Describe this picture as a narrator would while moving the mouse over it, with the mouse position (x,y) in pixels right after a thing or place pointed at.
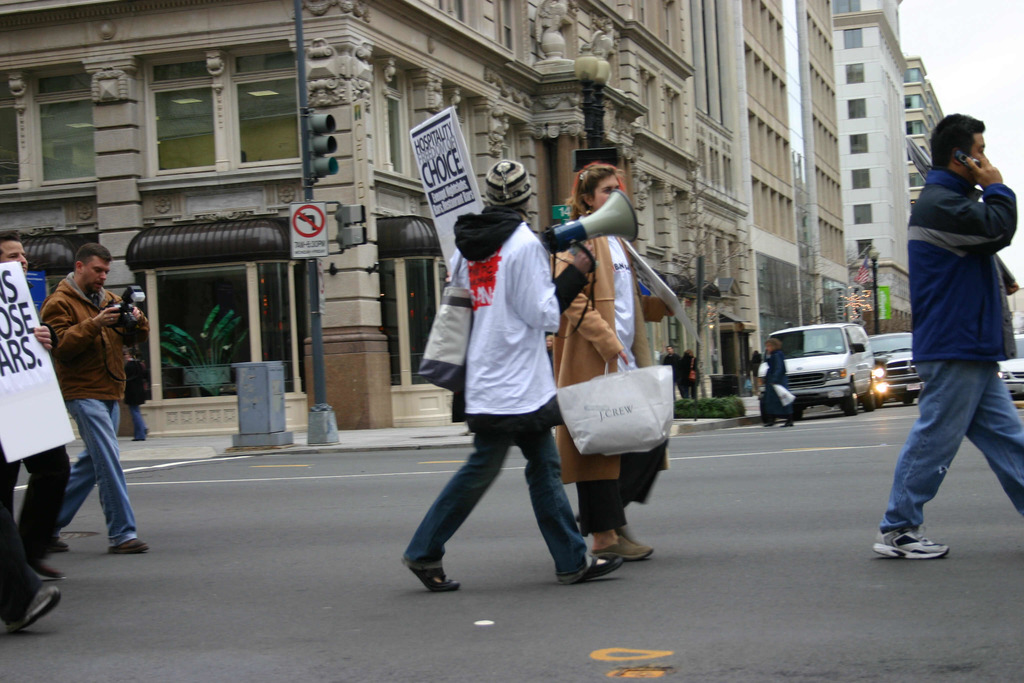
In this image there is a road (857,432), on the road (876,424) there are few people (144,378), a person (78,383) holding a camera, a person (595,188) holding a mike (593,228), another person (937,147) holding a mobile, behind them there are buildings (391,163), in front of the building (207,175) there is a traffic signal light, vehicles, poles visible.
